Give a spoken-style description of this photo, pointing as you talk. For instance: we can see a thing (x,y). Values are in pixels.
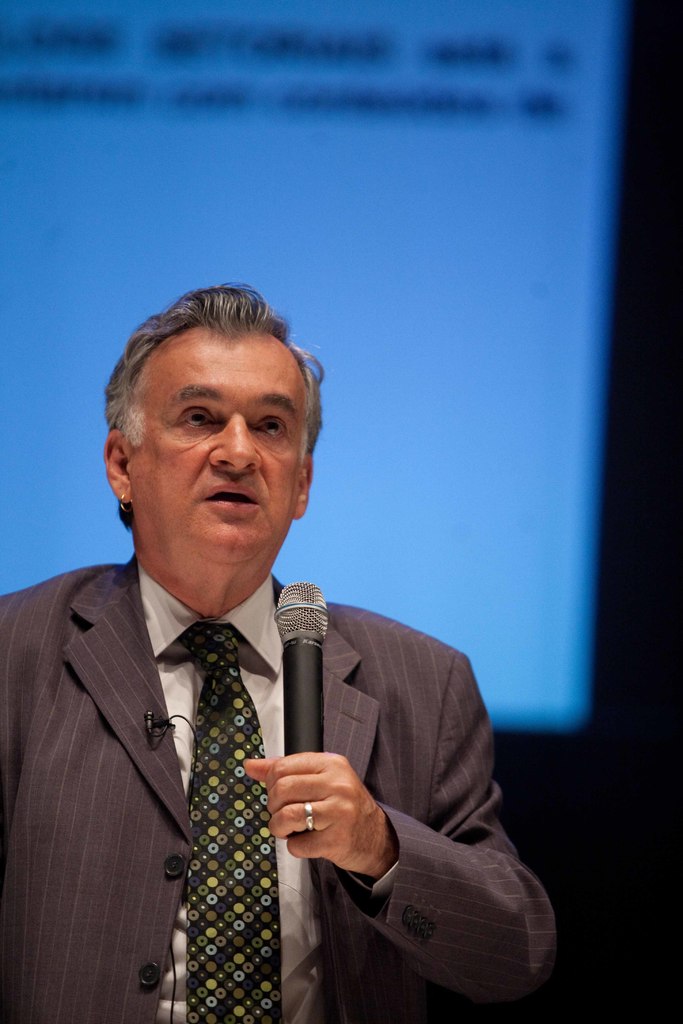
On the background (368,168) we can see a screen (450,536). We can see a man (395,684) holding a mike (308,641) in his hand (302,784) and talking. We can see a ring (311,821) to his finger (281,827).
